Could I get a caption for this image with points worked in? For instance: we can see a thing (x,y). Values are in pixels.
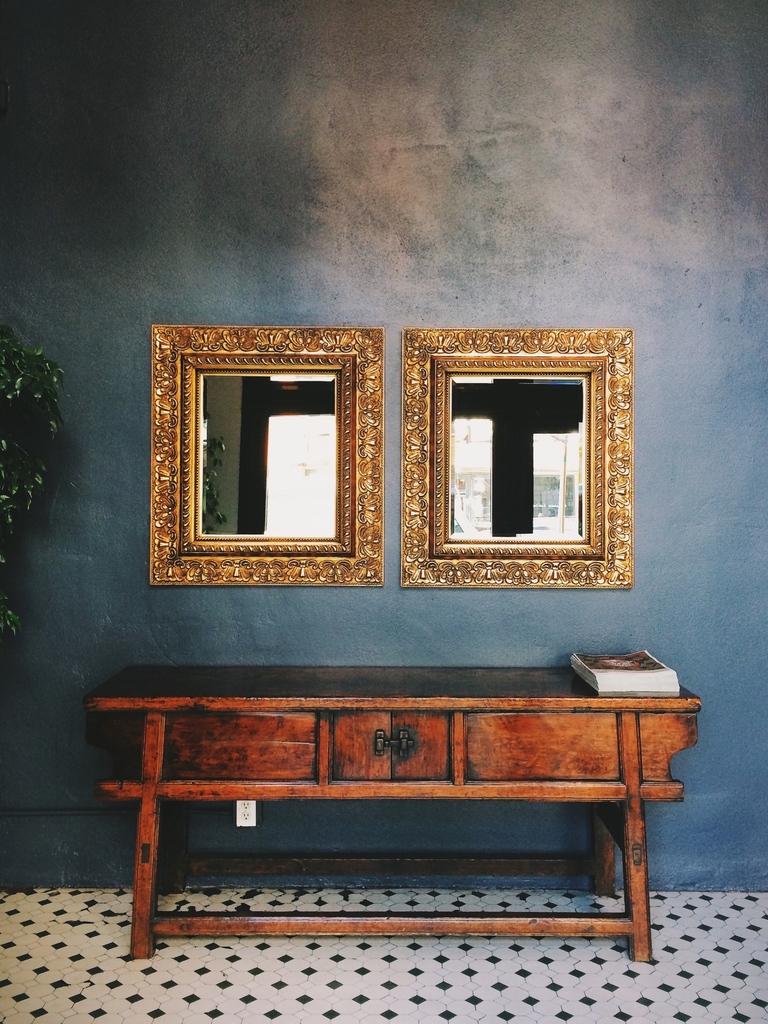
This picture describes about a table (573,793) and a book (616,671) on it, and also we can see two mirrors (378,535).
